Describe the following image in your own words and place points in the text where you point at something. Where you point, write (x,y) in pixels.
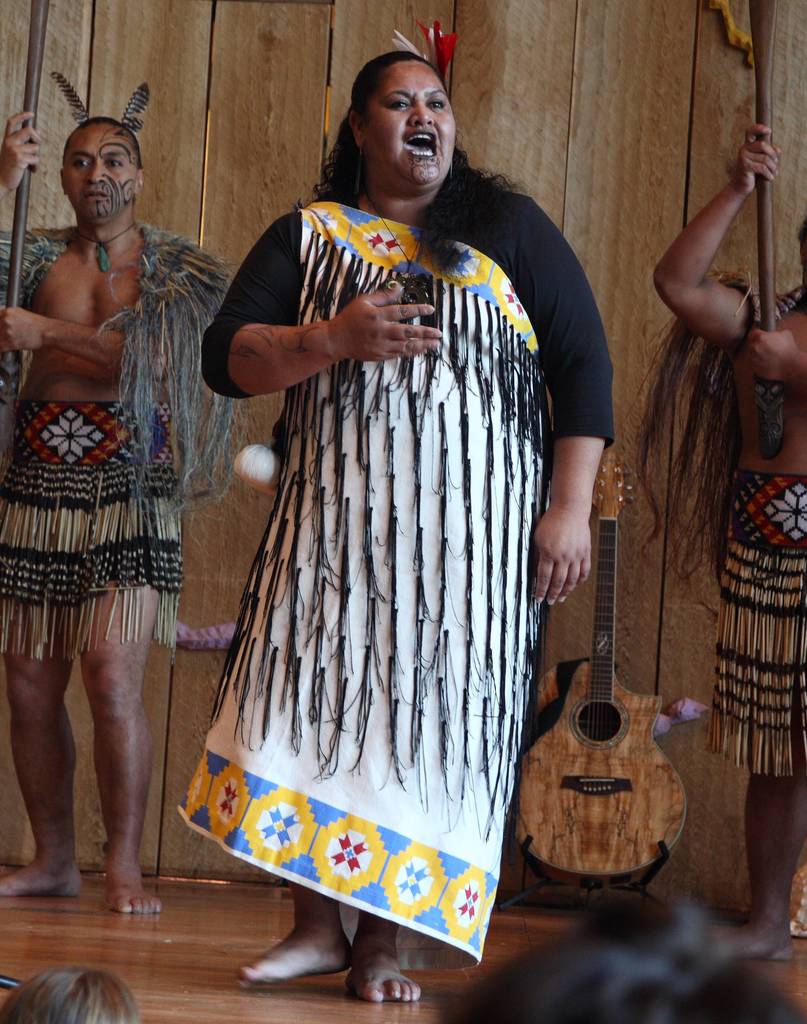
In the image we can see three persons (420,270) were standing and they were performing. In the background (44,84) there is a wood wall (725,59) and guitar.
